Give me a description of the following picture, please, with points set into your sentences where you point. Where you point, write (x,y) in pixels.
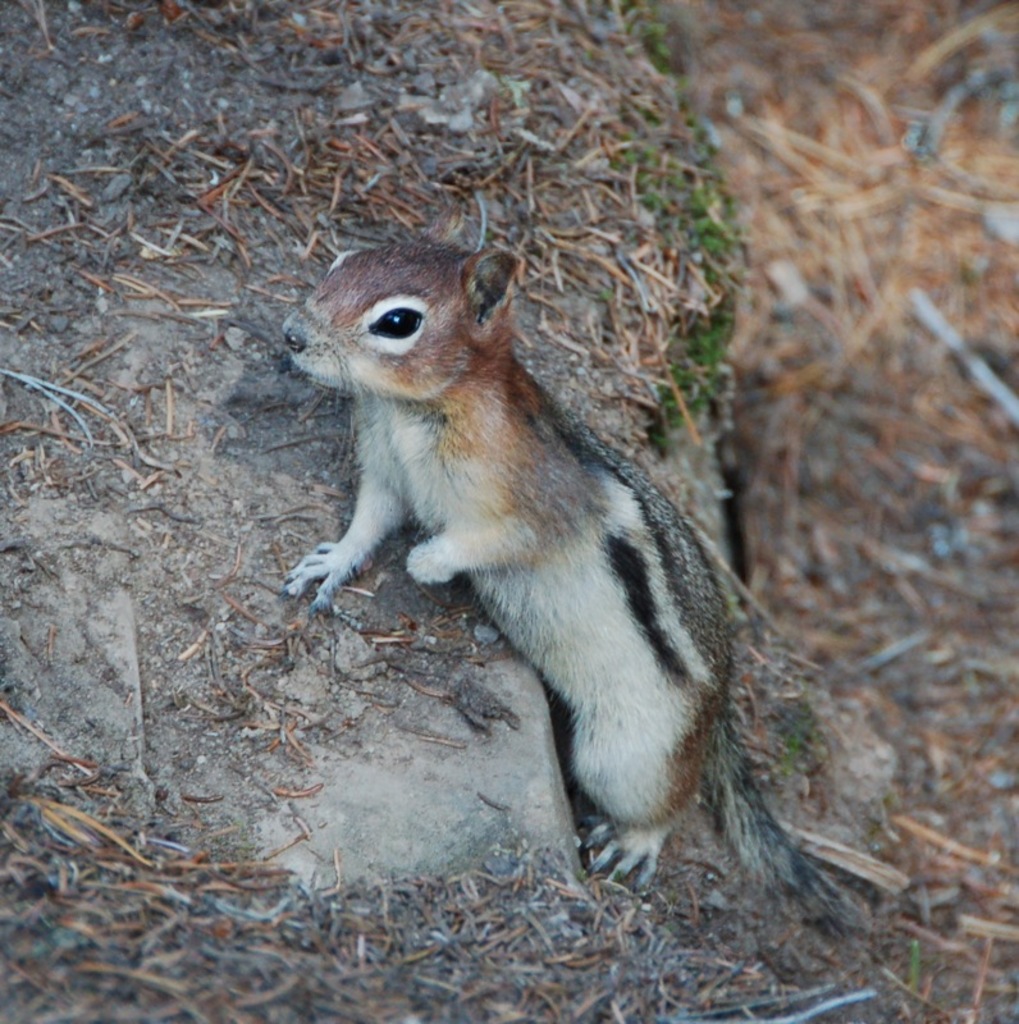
In this image, we can see a squirrel (636,583). Here it looks like a stairs (46,674). On the right side of the image (889,376), we can see a blur view.
